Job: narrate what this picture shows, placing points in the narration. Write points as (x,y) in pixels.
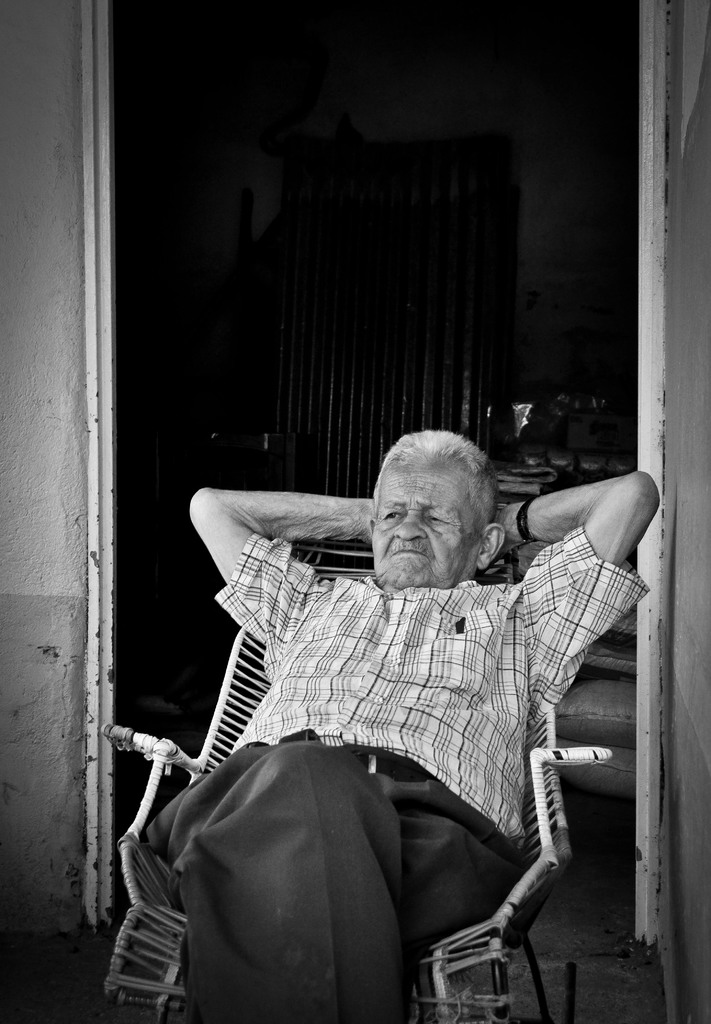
In this image in the middle (407,645) there is one person (342,677) who is sitting on a chair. On the background (532,107) there is wall (255,115) and on the right side (691,210) and left side (23,257) there is wall (66,495).
